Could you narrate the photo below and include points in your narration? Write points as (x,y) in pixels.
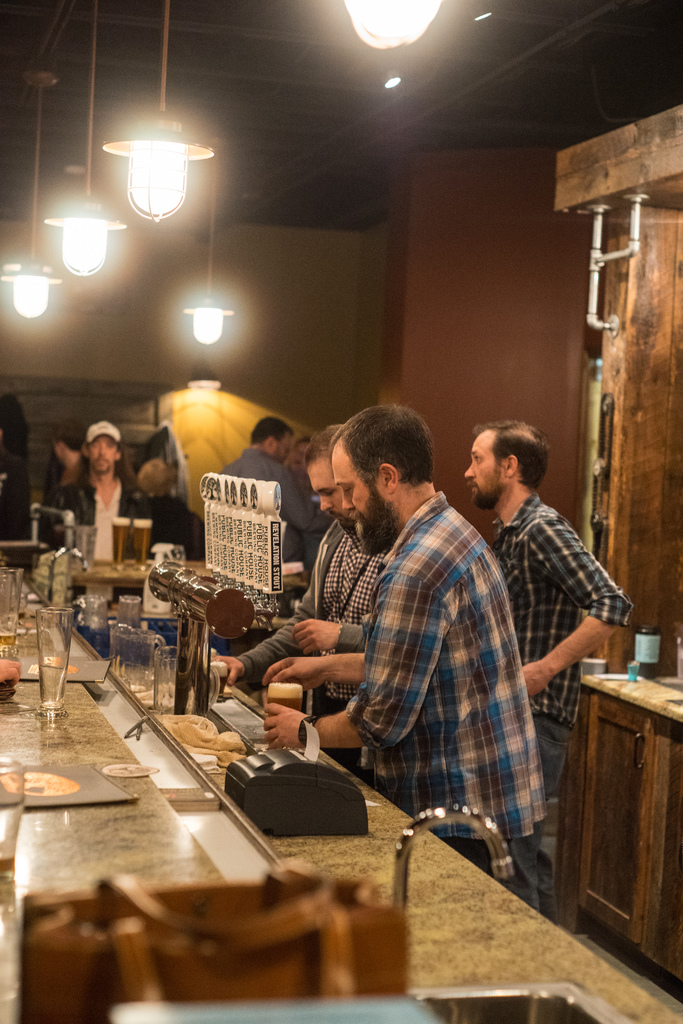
In this image I can see a few people (393,596). In front I can see sink (557,1011), tap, glasses (43,635), machine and some objects (120,977) on the table (97,726). Top I can see lights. Back Side I can see cupboard (613,838) and wall (121,281).
